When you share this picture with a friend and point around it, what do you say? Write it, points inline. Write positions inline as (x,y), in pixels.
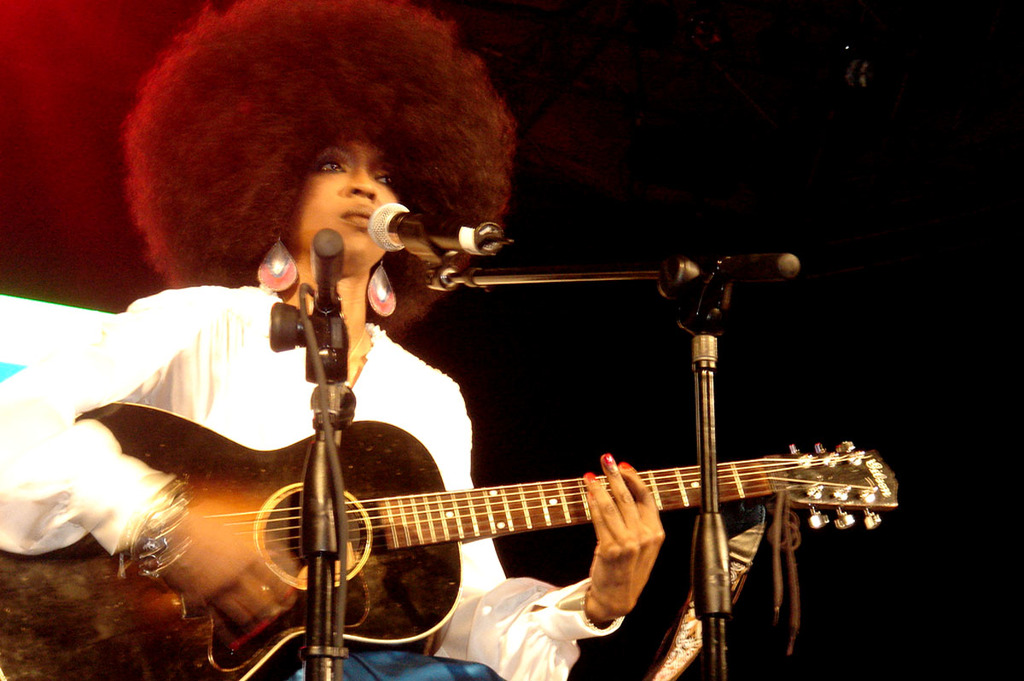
This is a woman (225,377) sitting and playing guitar (373,527). This is the mic (440,253) attached to the mike stand (707,444).
